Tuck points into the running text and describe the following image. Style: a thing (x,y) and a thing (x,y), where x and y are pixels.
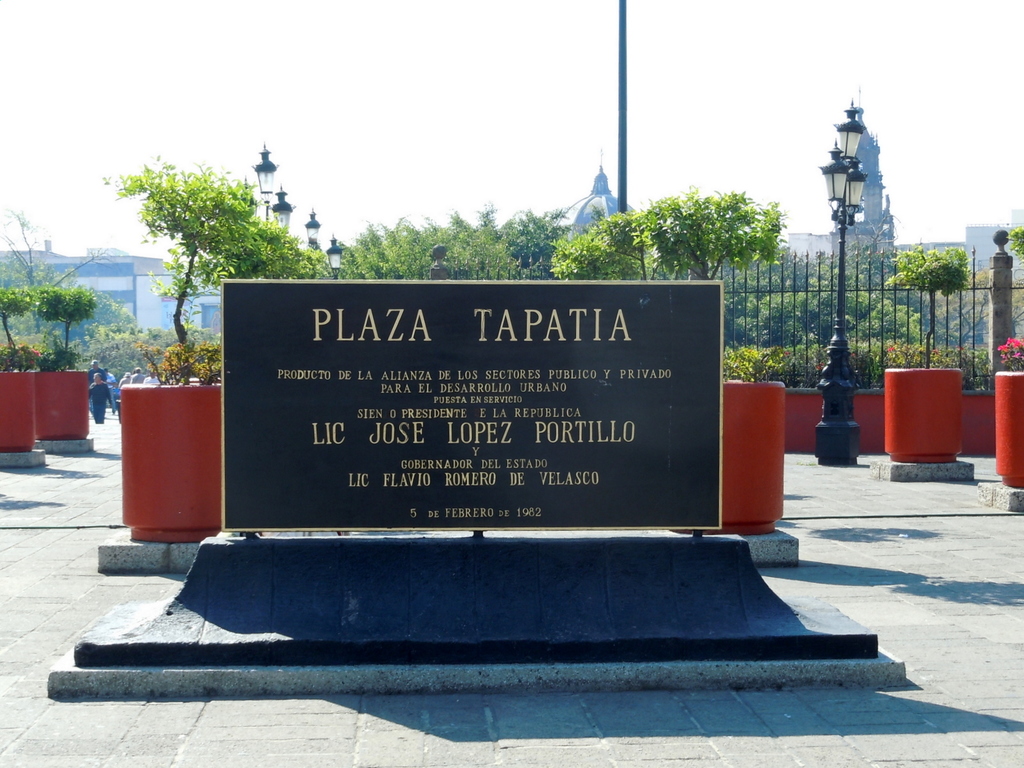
In the middle (430,361) it is a sculptured (472,455), behind this there are trees (581,264). At the top (554,139) it is the sky (288,76).
